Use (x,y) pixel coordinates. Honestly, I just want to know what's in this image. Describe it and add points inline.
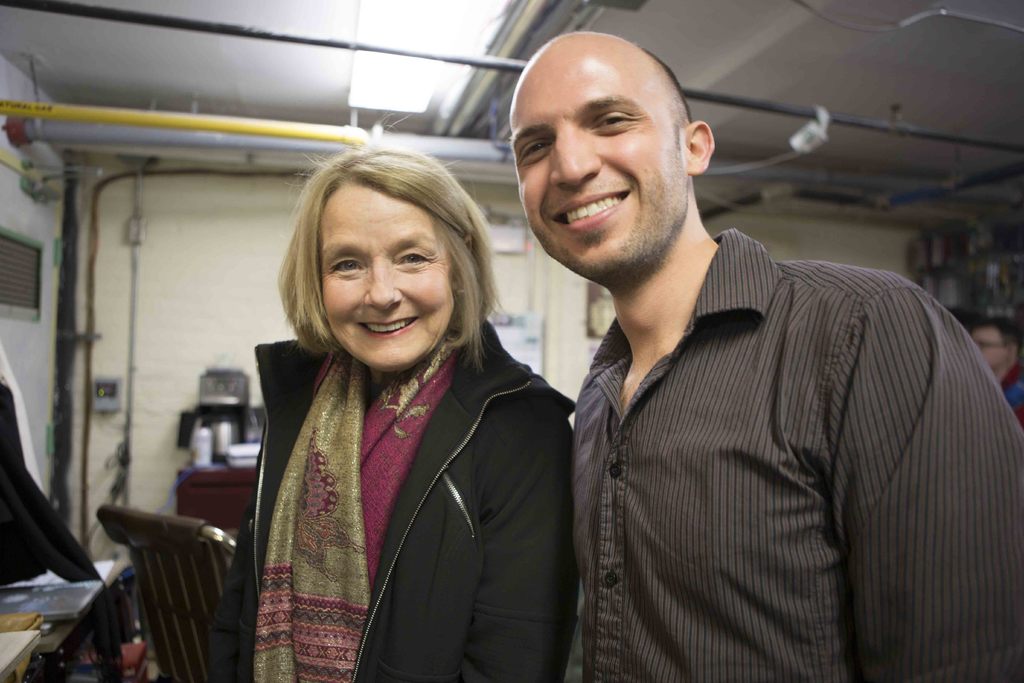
In this picture I can see a man (625,341) and a woman (420,358) standing with smile on their faces (662,248) and I can see a chair (177,571) and few books (82,589) on the table (70,598) and I can see few posters (534,340) on the wall (525,277) and a human (1013,387) standing on the back (992,369) and I can see light (376,29) to the ceiling (219,105).
